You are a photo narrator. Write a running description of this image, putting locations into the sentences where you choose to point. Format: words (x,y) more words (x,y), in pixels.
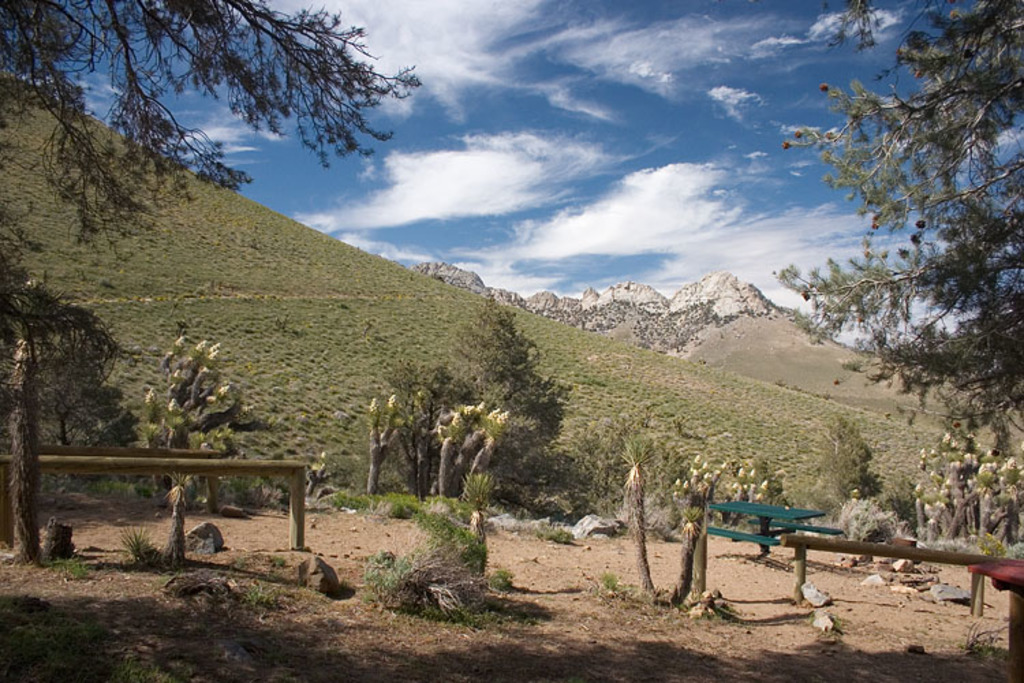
Here we can see plants (756,487), trees (920,531), and mountain (777,362). This is grass (341,359). In the background (569,214) there is sky (659,246) with clouds (754,268).
